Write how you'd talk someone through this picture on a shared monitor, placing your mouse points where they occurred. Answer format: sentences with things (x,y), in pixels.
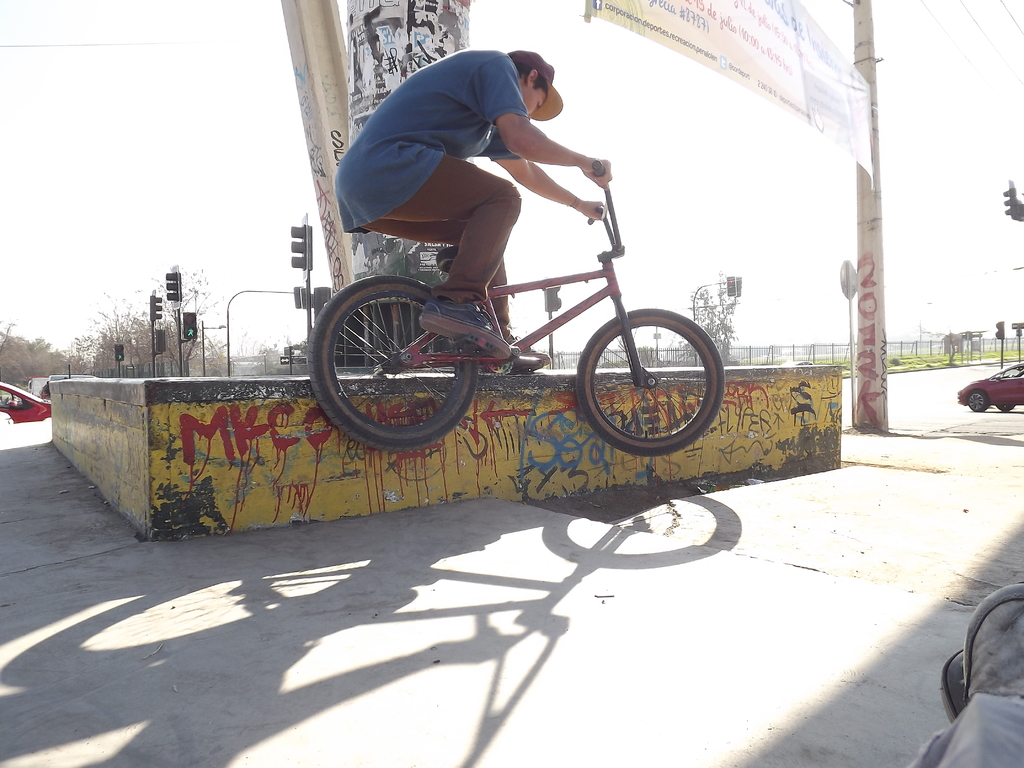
Completely an outdoor picture. This man (452,324) is sitting on a bicycle (365,350) and holding handle (591,218). This is pole (869,347) with banner (850,119). Vehicles (1003,377) on road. Far there are trees (15,367) and signal lights (299,260).
